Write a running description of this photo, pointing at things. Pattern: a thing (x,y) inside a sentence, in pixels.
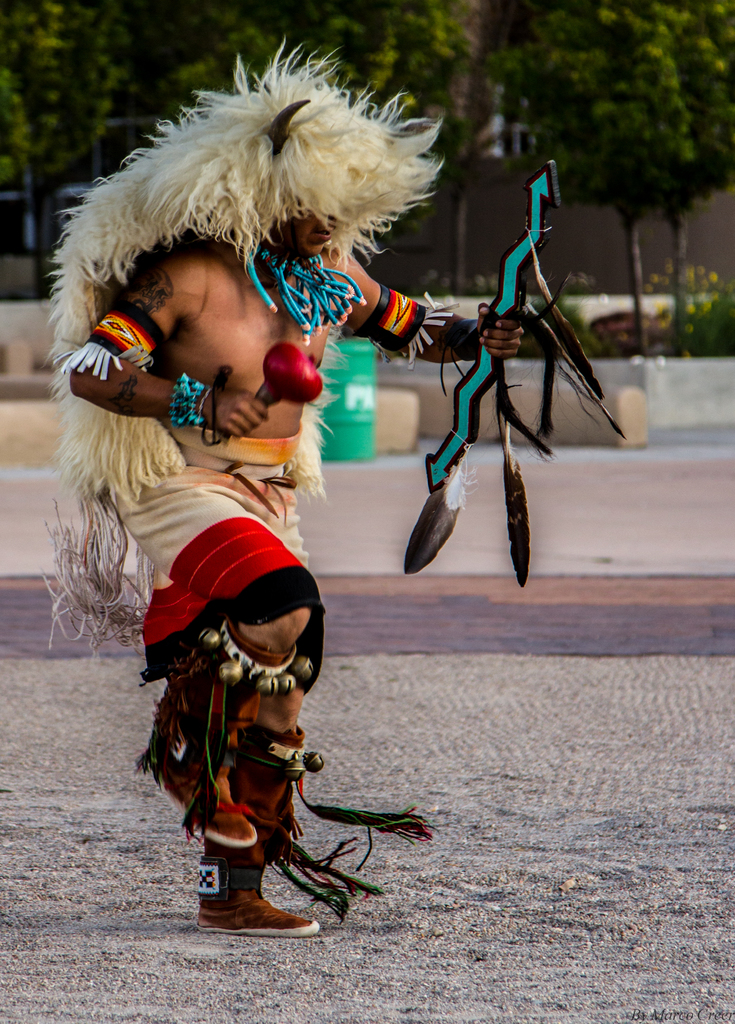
In the middle of the image (249,583) a man (126,316) is standing and holding something. Behind him there are some trees (581,84) and plants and walls (10,350). Behind the trees (60,63) there are some buildings (412,281).
